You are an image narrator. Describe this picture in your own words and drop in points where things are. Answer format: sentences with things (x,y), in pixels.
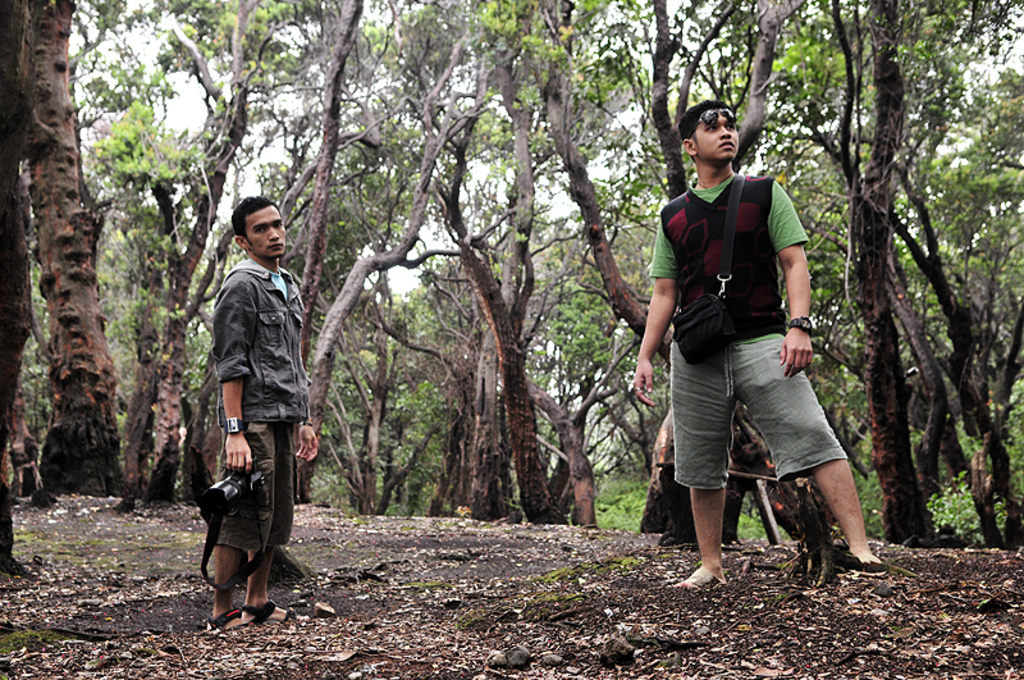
In this image I can see there are two persons (290,404), one person (227,350) holding a camera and back side of them I can see trees (617,228).
